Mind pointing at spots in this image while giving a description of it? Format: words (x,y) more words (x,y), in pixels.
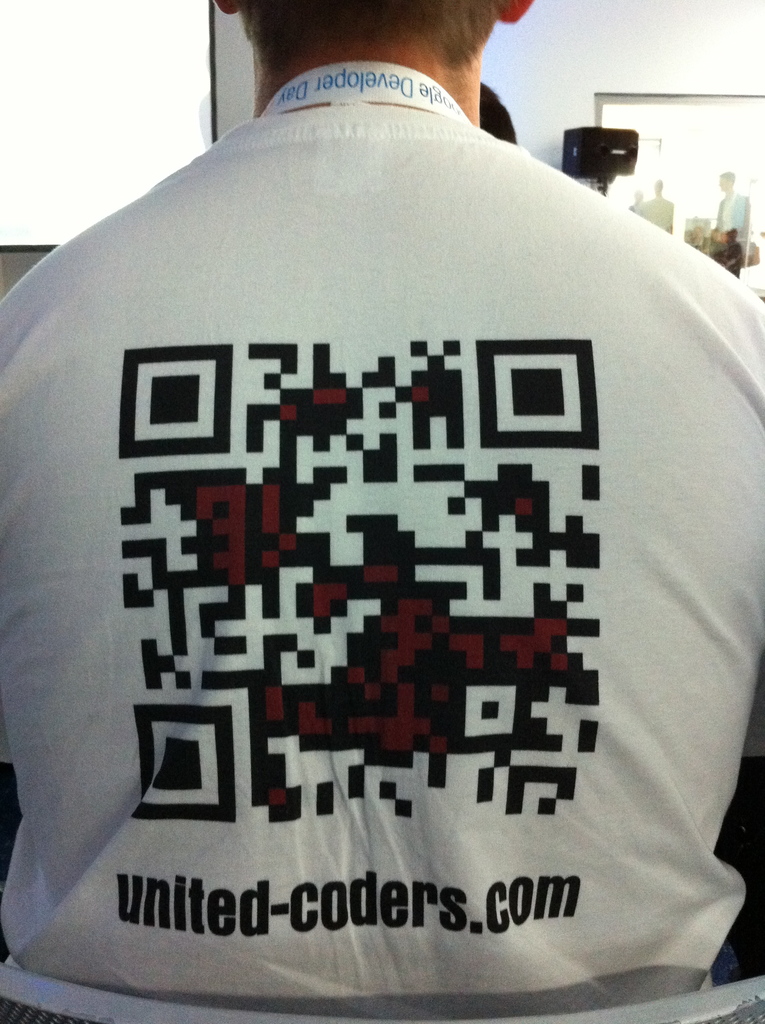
In this image I can see a person (316,476) is wearing white shirt (358,433) and something is written on it. In front I can see the white wall (600,74).
